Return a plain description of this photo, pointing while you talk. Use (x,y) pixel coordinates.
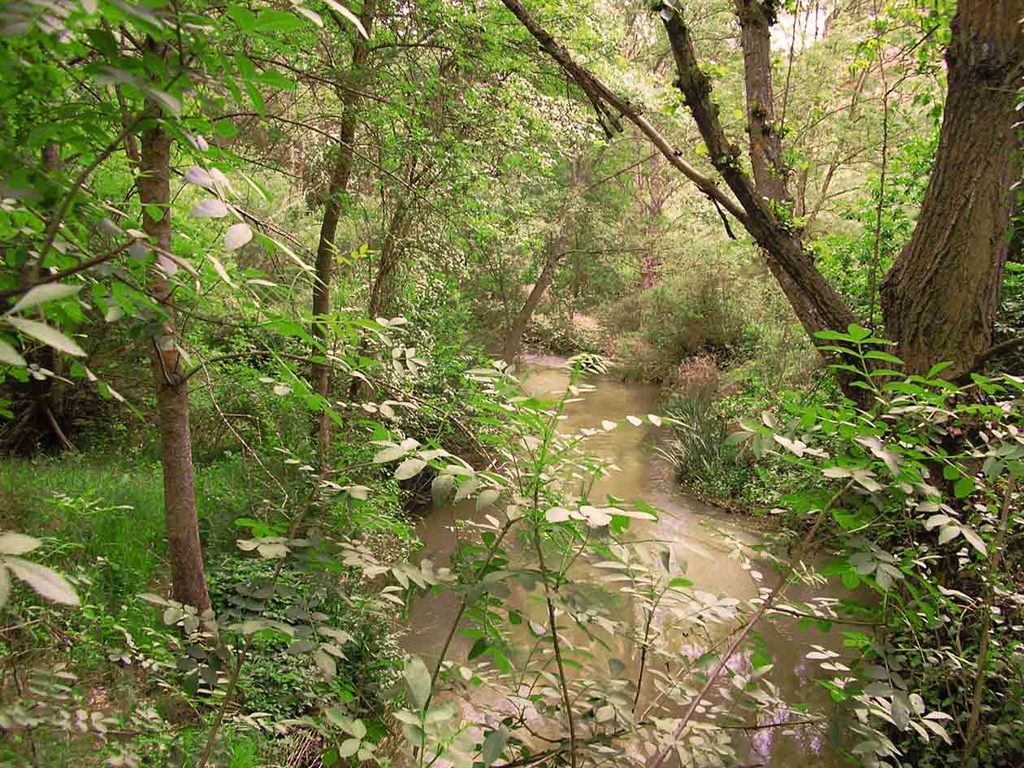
In this image, we can see a water flow (599,584) and we can see some plants (922,469) and trees (703,186).
